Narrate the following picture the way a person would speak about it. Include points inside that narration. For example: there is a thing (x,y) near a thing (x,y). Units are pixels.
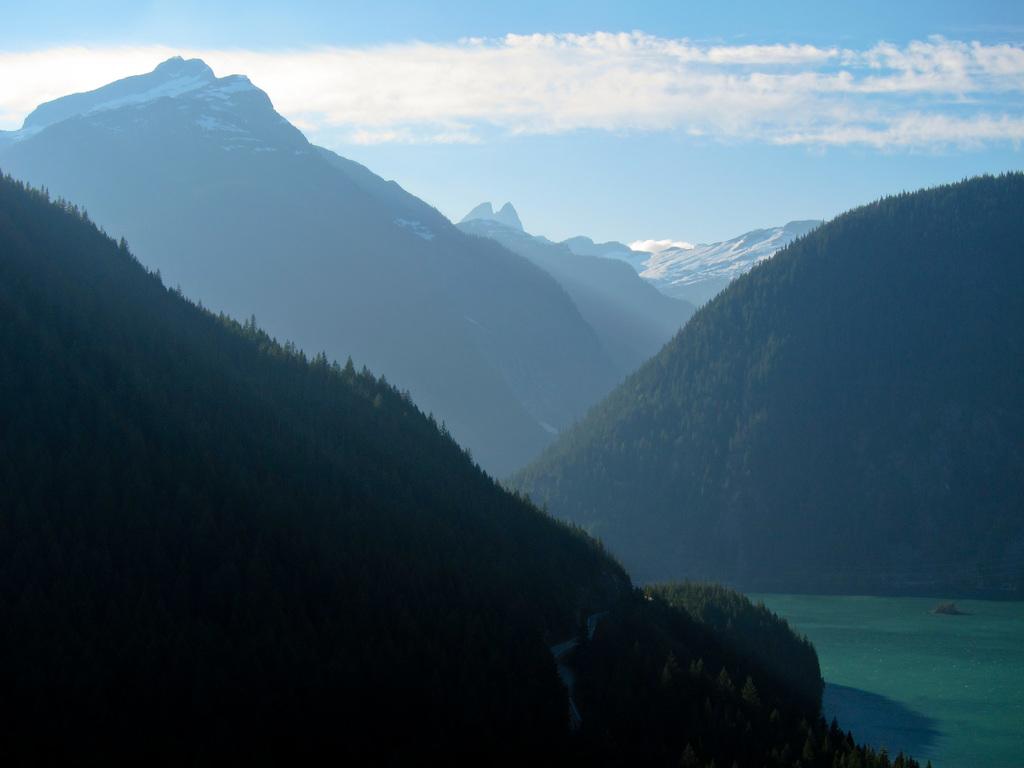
In this image I can see few trees (883,253) and the water (805,606). In the background (483,150) I can see the mountains (197,64) and the sky (785,117) is in white and blue color.
